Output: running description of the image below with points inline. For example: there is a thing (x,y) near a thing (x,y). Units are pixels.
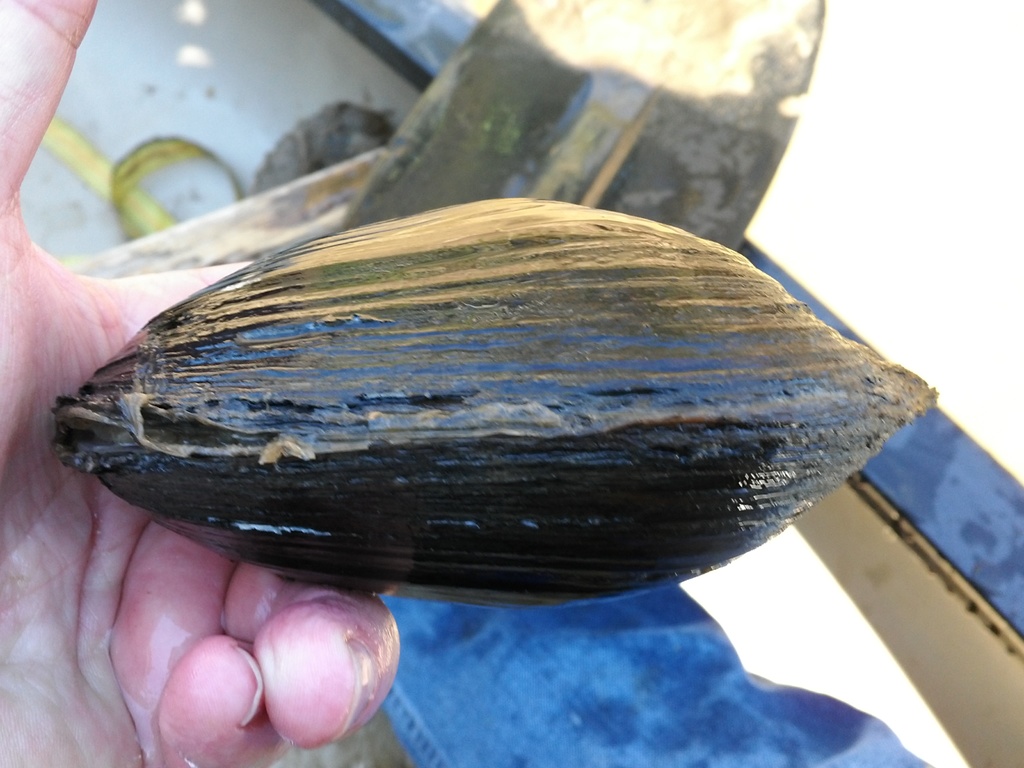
In this picture, it seems like a shell (408,391) in a hand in the foreground (425,370) and the background is not clear.
